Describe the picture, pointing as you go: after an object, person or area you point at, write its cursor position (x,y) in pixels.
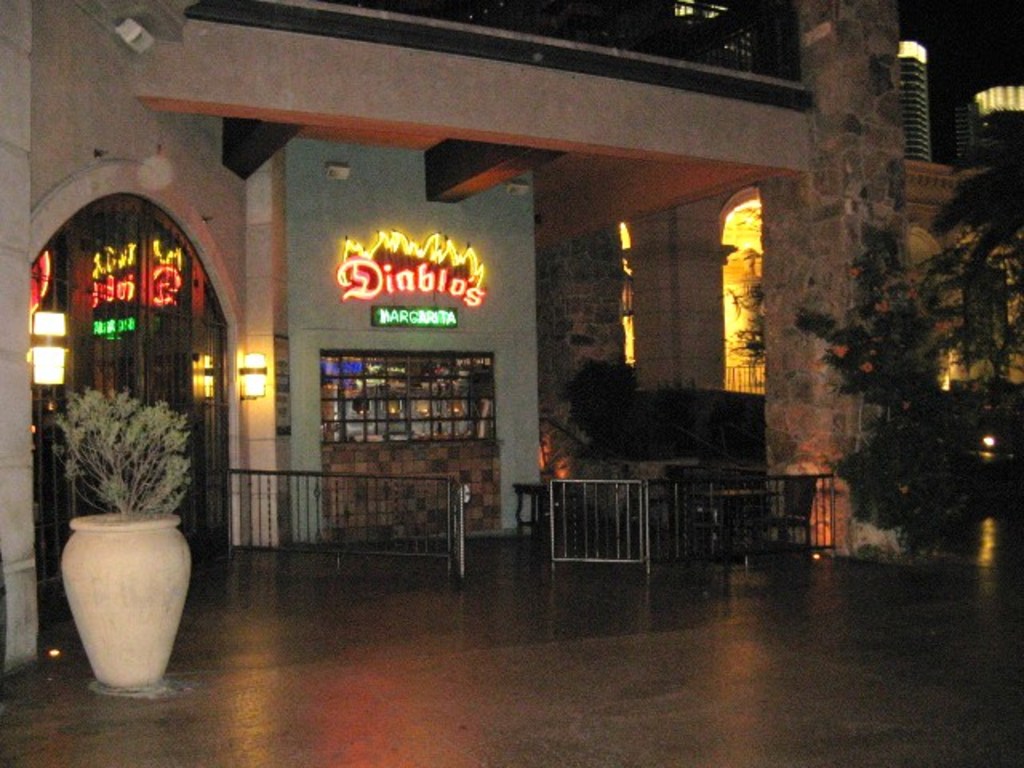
In this image I can see the plant (162,565), railing (640,545) and the trees (923,429). In the background (542,212) I can see the building (466,78) with lights (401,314) and LED boards (444,316). And there is a black background (972,22).
